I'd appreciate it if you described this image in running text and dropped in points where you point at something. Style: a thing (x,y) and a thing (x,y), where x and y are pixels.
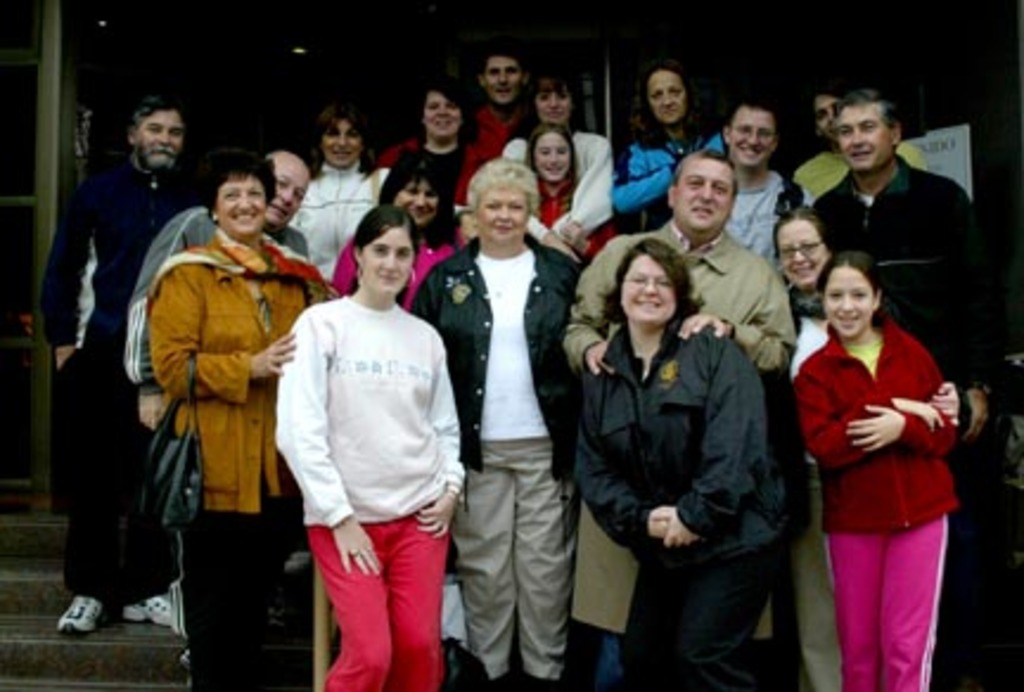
In the image in the center (522,251), we can see a group of people (522,251) are standing and smiling, which we can see on their faces (844,304). In the background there is a banner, staircase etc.
